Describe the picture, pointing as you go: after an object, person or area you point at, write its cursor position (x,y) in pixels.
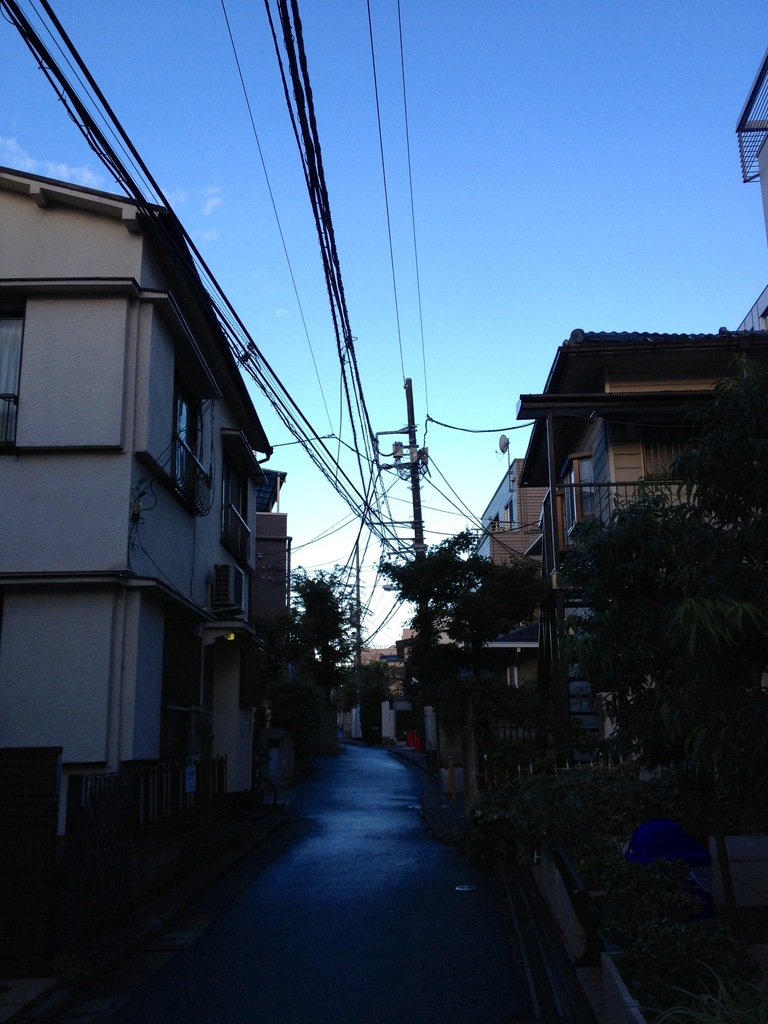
It's a road (389,913) in the middle of an image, there are houses (679,364) on either side of this road (333,813). At the top (506,164) it's a blue color sky (512,247).
